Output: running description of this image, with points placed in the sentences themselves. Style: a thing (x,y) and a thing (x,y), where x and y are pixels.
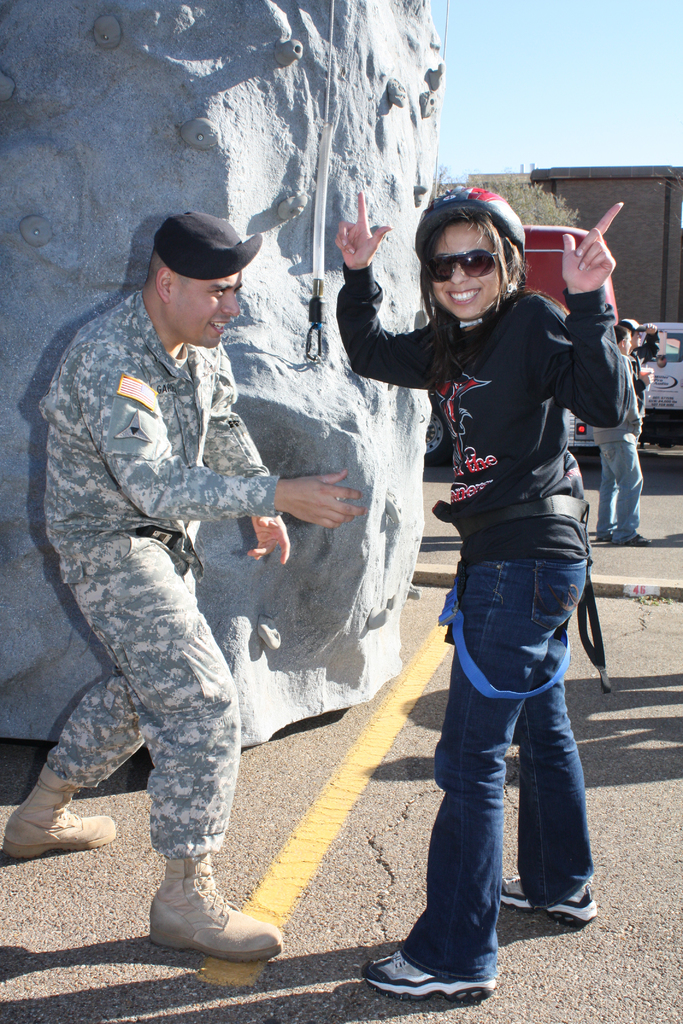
In this image there are people (476,396), vehicle (650,408), buildings (622,192), tree (537,208), rock (261,91) and sky (479,49). In the front of the image (585,523) a person (494,589) wore a helmet (456,193), goggles (435,259) and smiling.
